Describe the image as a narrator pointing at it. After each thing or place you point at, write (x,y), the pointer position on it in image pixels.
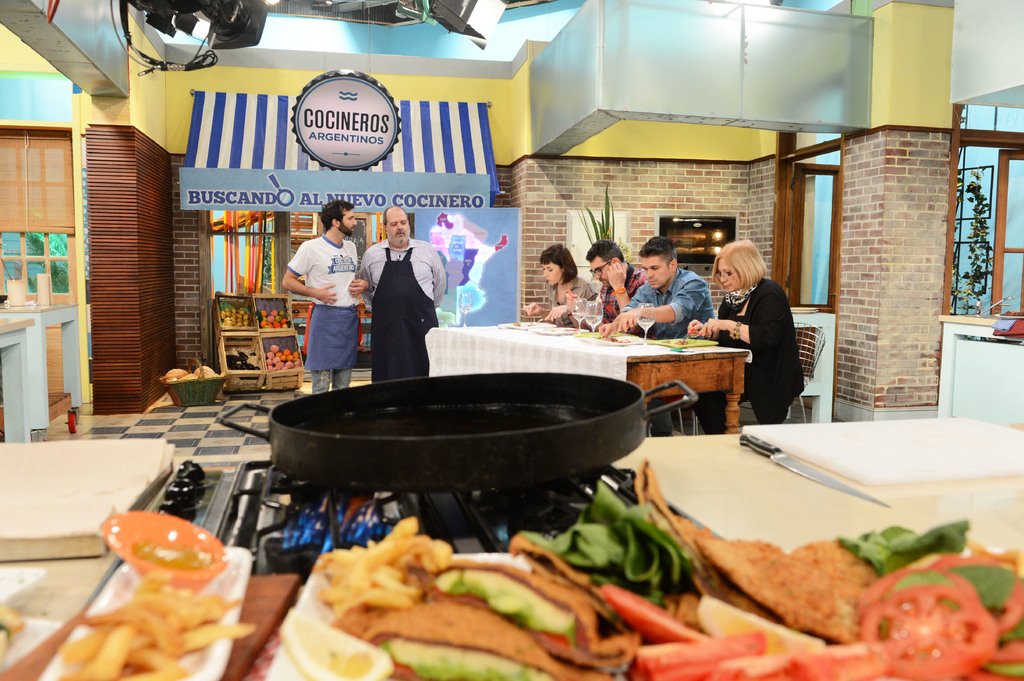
There are four people (555,281) sitting and two people (407,281) standing. This is the table (612,357) covered with a cloth (526,349). I can see the plates (548,332) and glasses (640,325) on the table (575,337). This is a pillar (872,224). This looks like a name board (240,184). I can see the baskets (243,378) of fruits (234,368) or vegetables (231,369) in it. This is a table (729,501). I can see the stove (298,503) with a pan (368,463), knife (784,459), cutting board (841,441) and food items (598,606) on it. Here is a window (44,267). These are the lights (224,17), which are at the top (246,17). This looks like a micro oven (685,221). These are the doors (784,209).
